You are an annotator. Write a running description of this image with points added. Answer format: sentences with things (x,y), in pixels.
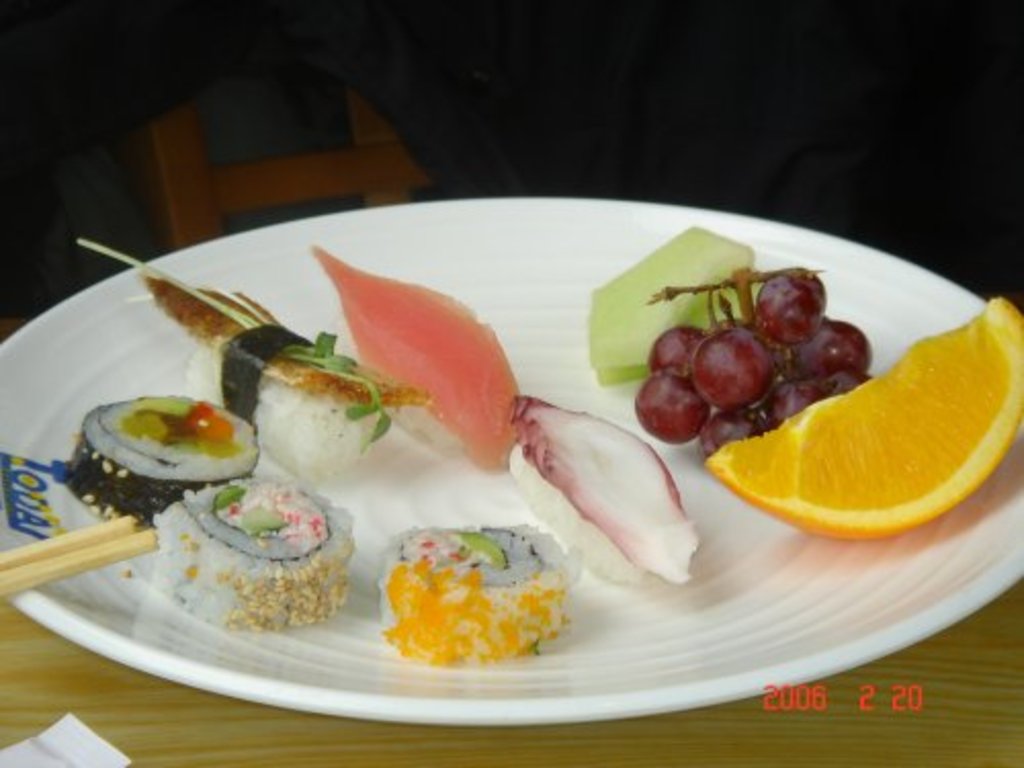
In this image, we can see a plate (385,472) with some food items (287,491). We can also see a wooden object (173,184) and some cloth (314,140). We can see an object (61,743) on the bottom left (45,735). We can also see some text (782,702).
